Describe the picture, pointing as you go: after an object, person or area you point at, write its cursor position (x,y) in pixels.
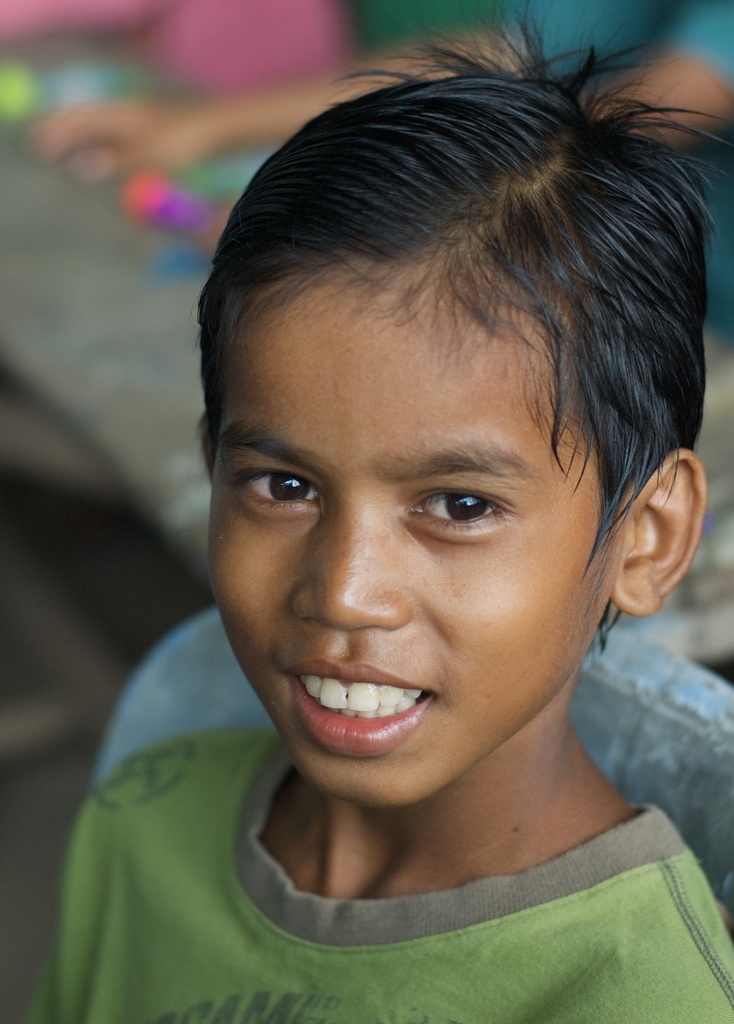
In this picture a boy (429,382) is highlighted and he is holding a smile (345,730) on his face (413,747). He is wearing a light green colour t shirt (412,952). On the background of the picture (199,119) we are able to see one human (631,77) and its very blur.
